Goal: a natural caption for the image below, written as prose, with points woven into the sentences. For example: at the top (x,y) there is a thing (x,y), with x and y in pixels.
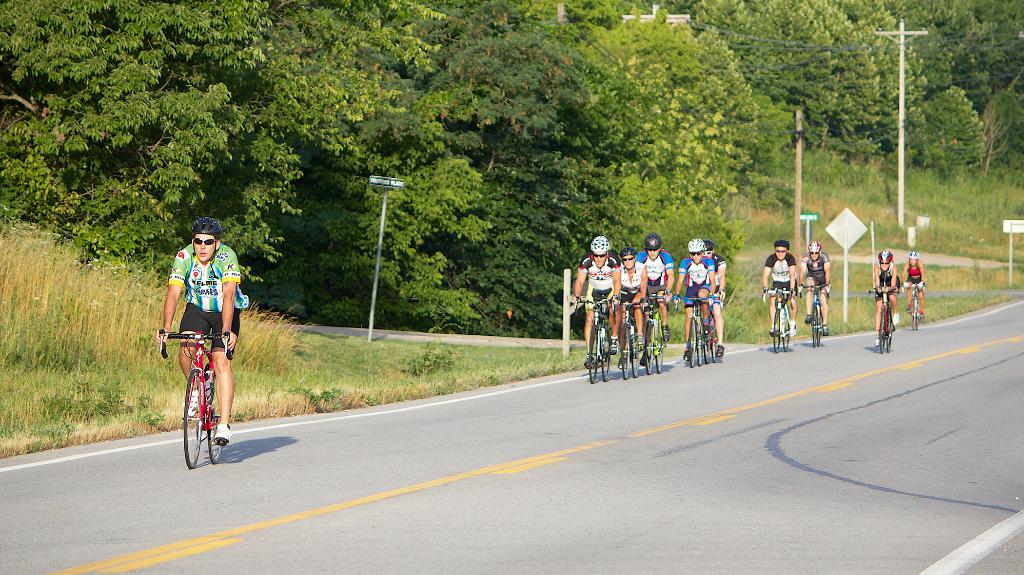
In this image we can see people (768,278) riding bicycles (815,287) on the road (528,399). In the background (734,72) there are electric poles (900,177), electric cables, trees (545,208), name boards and sign boards (851,228).
